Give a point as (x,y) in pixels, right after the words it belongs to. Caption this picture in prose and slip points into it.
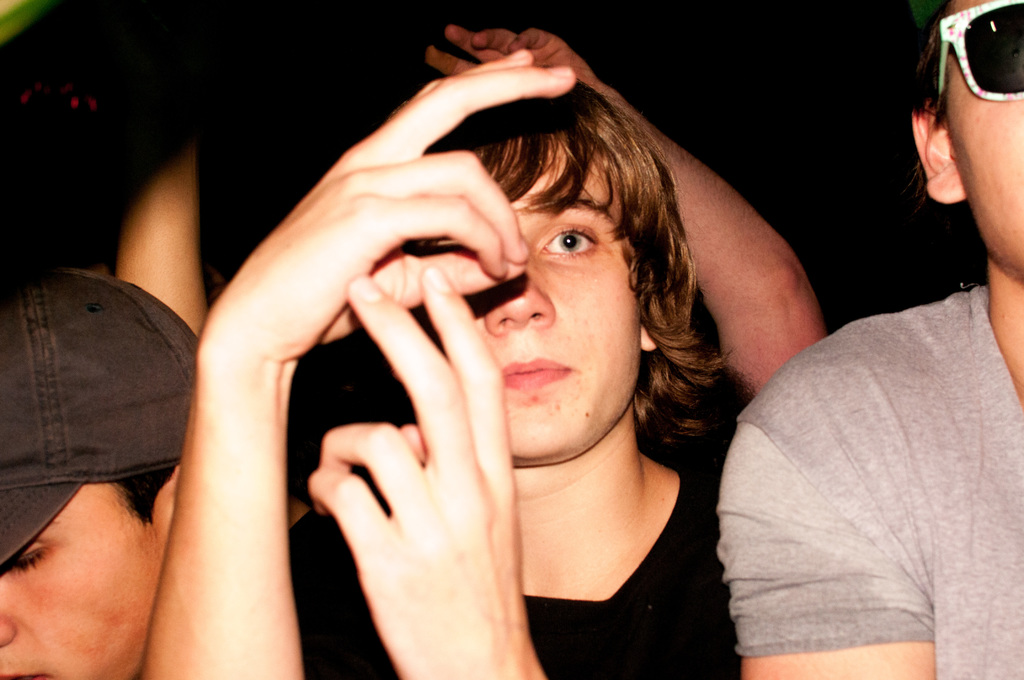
In this image we can see people (720,356), on the right (940,160), there is a person (919,119) wearing glasses (963,56) and on the left (141,488), there is an other person (102,408) wearing a cap (114,413).
